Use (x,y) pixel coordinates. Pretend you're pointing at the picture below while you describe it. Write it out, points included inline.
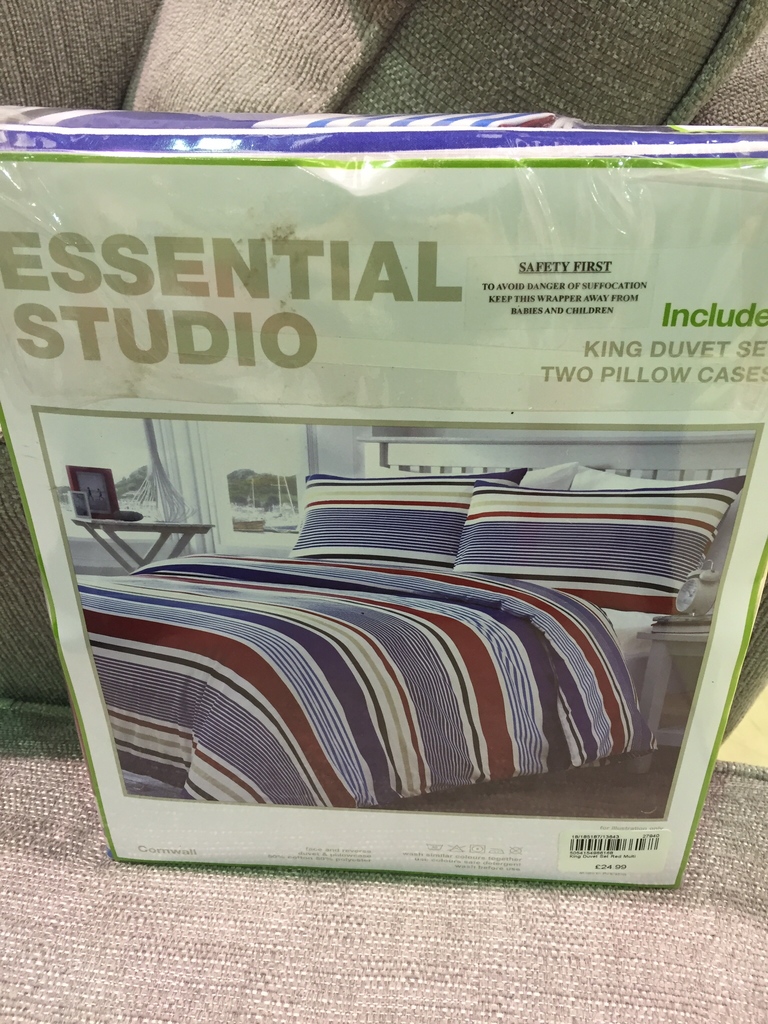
There is a box (163,575) on which there is a photo (221,657) of a bed (408,528).
